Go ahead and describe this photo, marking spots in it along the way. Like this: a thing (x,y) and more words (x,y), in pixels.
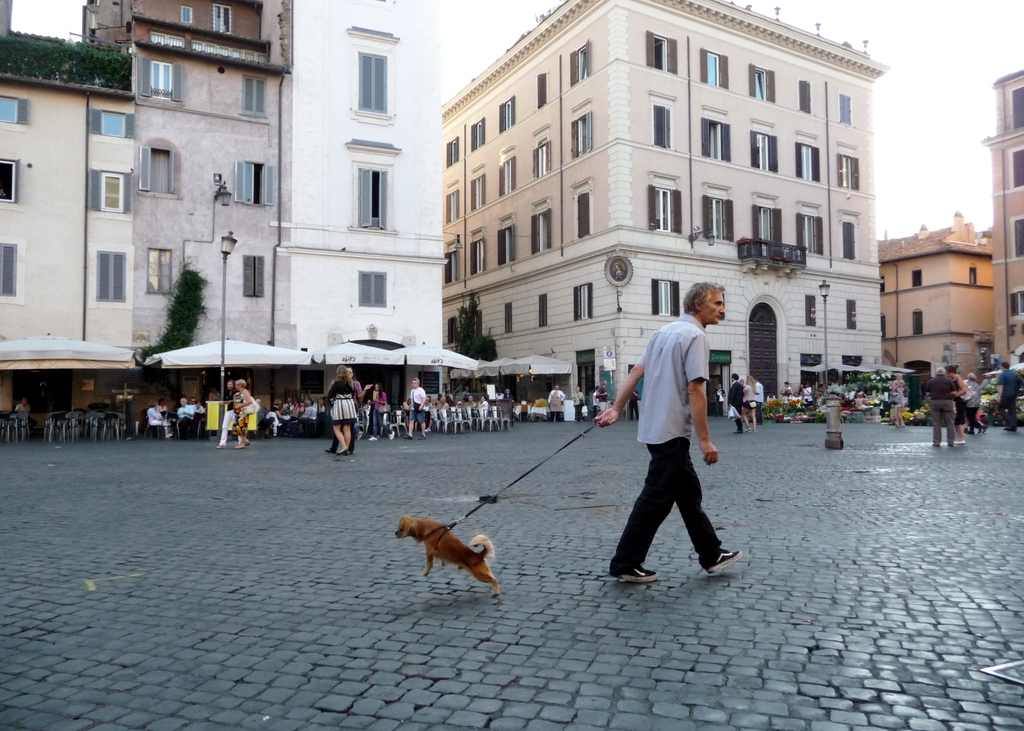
In this picture there is a man (649,407) walking and holding a belt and we can see a dog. In the background of the image (546,369) there are people (24,407) and we can see tents (283,358), chairs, light poles (226,253), buildings (842,325), board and object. We can see the sky (939,154).
